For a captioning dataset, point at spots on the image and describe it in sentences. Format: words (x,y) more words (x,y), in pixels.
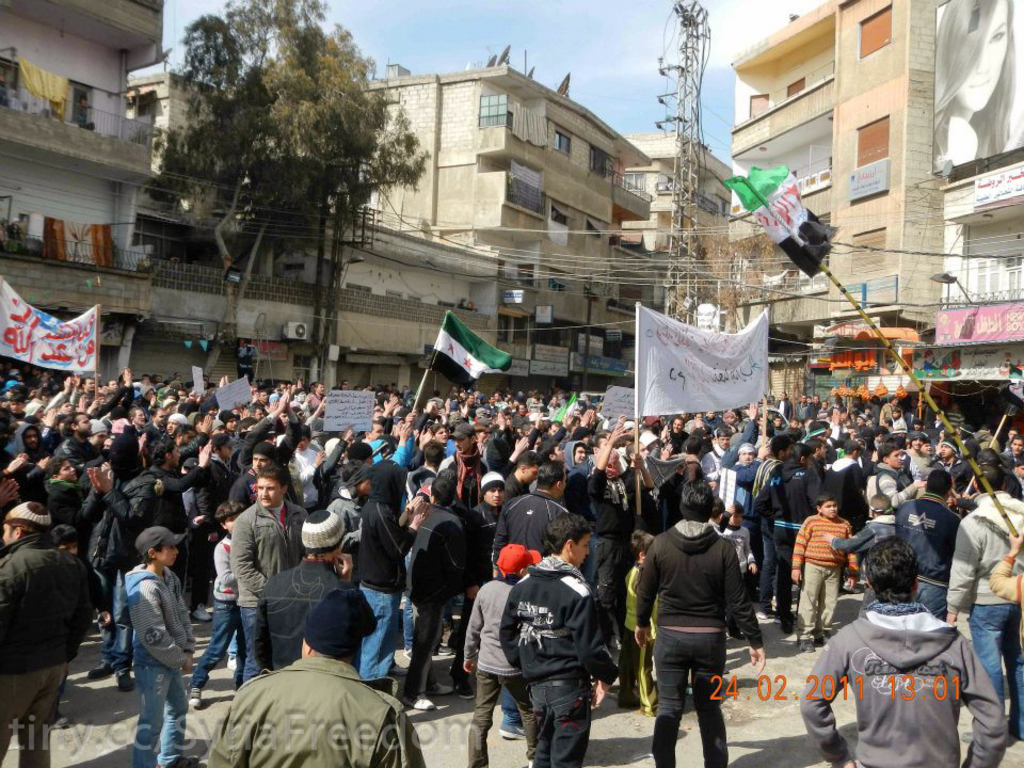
In this picture we can see some people (529,467) standing in the front (357,484), some of them are holding flags (72,362), in the background (588,207) we can see buildings (642,207), on the left side (332,142) there is a tree (321,152), we can see a tower (688,212) in the middle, in the background (542,368) there are some boards (611,368) and wires (635,259), there is the sky (557,50) at the top of the picture (563,39), at the left bottom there is some text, there is a hoarding (1001,51) at the right top of the picture (993,72).
